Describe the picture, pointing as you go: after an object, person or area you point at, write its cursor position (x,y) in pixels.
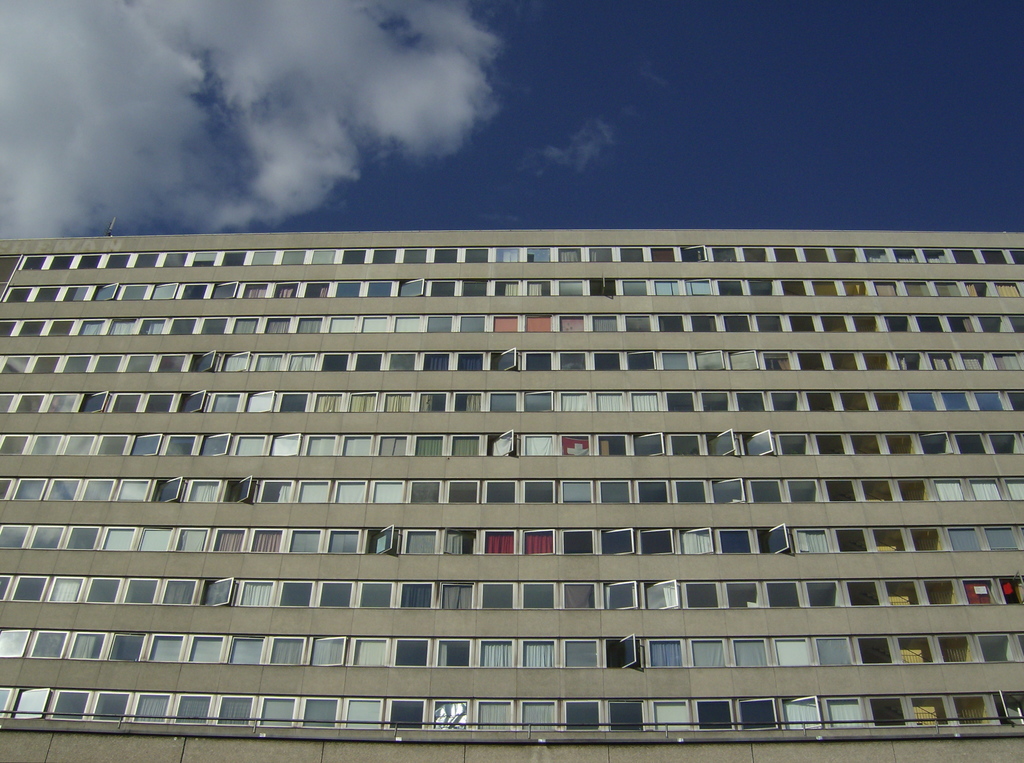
This image consists of a building (495,506). It has windows (81,372) and there are curtains (637,396) near windows (489,402). There is sky (285,222) at the top (227,215).
